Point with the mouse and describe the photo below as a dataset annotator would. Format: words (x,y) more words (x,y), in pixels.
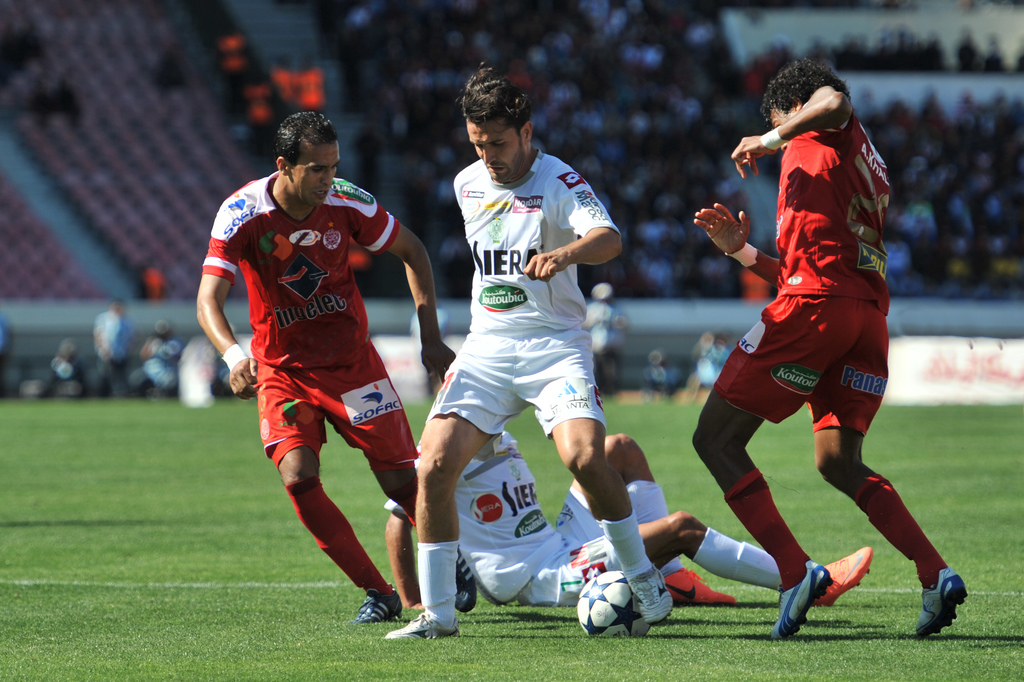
In this picture there are four men (446,455) who are playing football. There is some grass (187,561) on the ground (256,422). There are people (621,152) who are sitting on the chair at the background (855,56).
